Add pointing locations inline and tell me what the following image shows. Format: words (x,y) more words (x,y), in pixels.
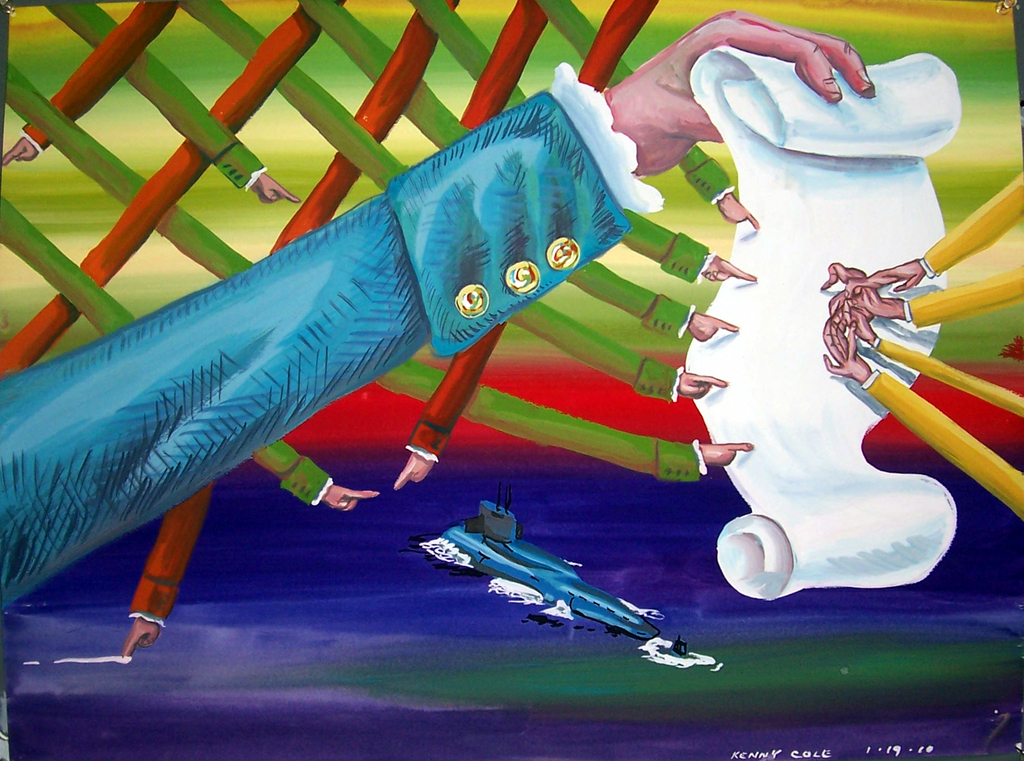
In this picture we can see a painting (262,642), here we can see people hands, some objects (880,71) and some text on it.
